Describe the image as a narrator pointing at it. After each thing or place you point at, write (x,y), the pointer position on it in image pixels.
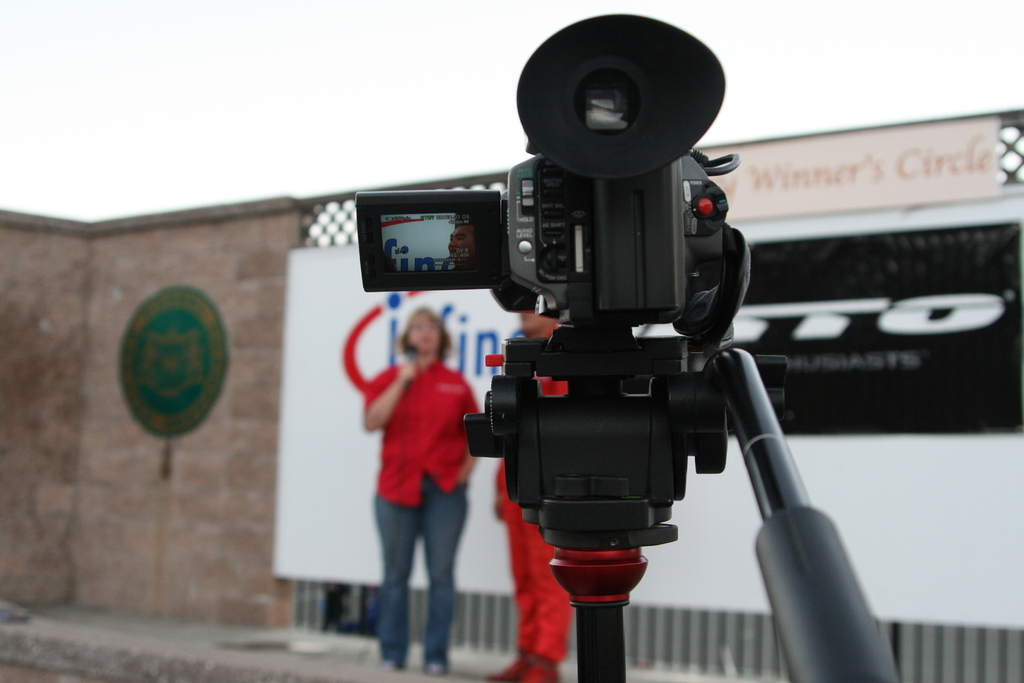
In the center of the image (432,252) we can see a camera (555,311) placed on the stand (566,562). In the background (413,550) there are people (464,523) standing and there is a wall (103,390). We can see a board (850,307). At the top (271,41) there is sky (321,79).
